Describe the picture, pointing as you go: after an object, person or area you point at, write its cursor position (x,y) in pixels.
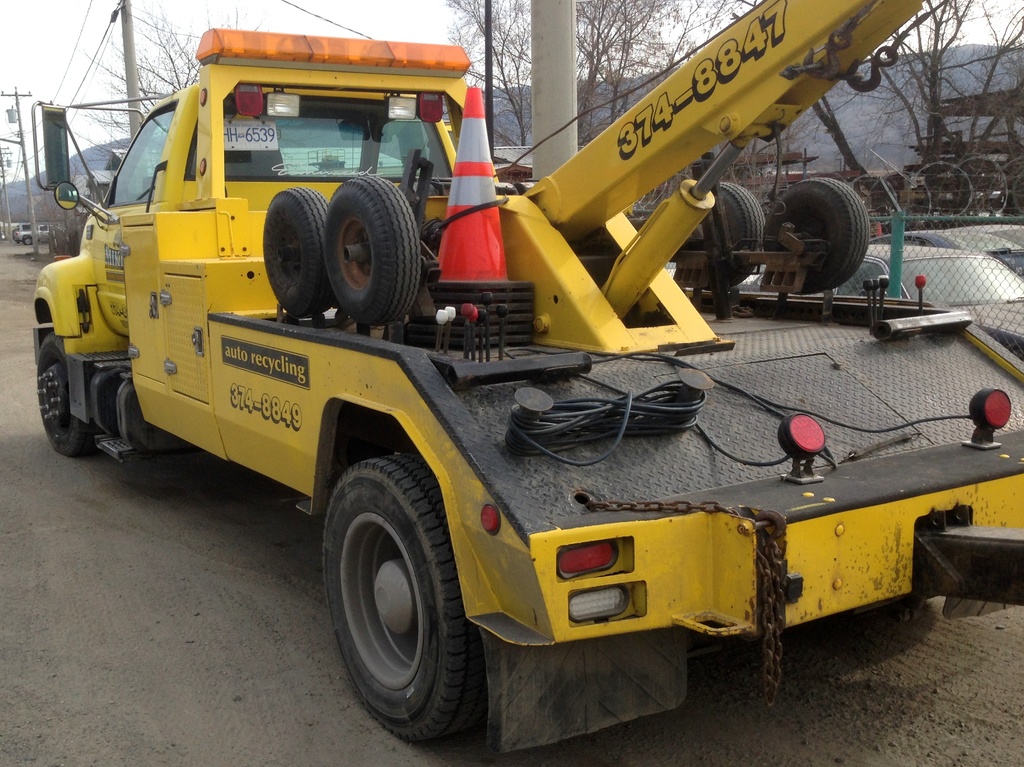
In this image we can see a motor vehicle (375,472) on the road (121,477) carrying traffic cones (457,267), cables (593,405), tyres (290,269) on its carriage (512,369). In the background (534,107) we can see fences (895,202), electric poles (542,81), electric cables (107,28), motor vehicles (30,225) in the parking slots (960,255), trees (166,80), hills (834,89) and sky (114,46).
